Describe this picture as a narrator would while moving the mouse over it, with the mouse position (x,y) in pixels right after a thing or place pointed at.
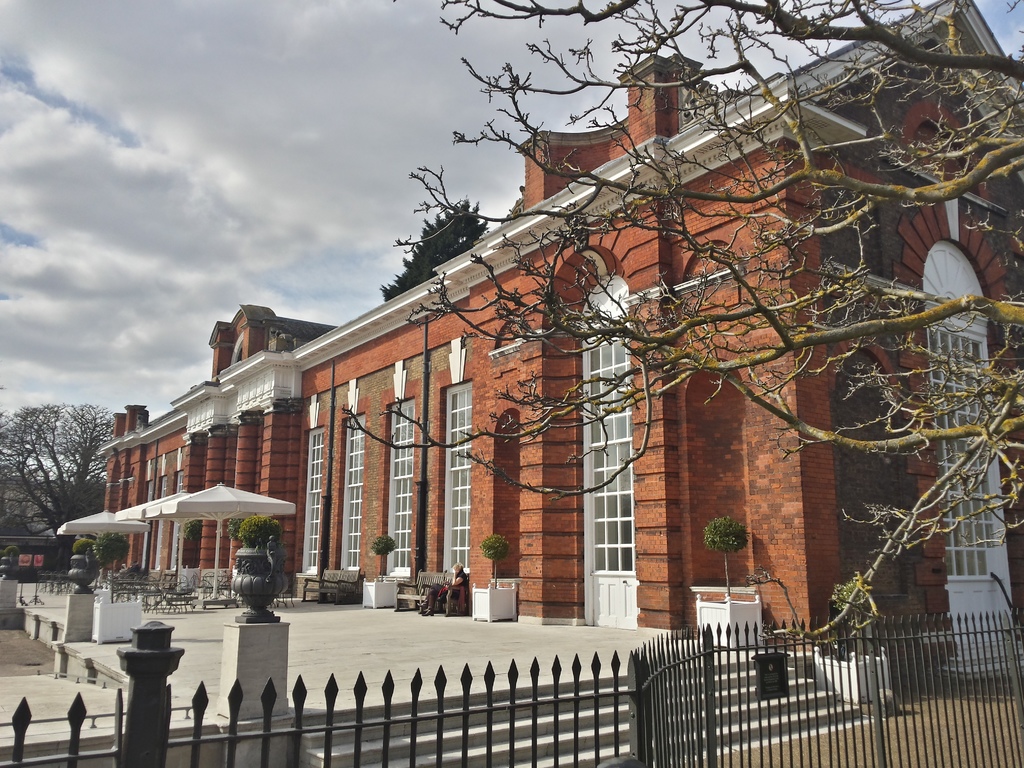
In the picture we can see a building (546,367) and around it we can see a railing (388,767) and a tree (928,354) which is dried and to the other side, we can see a tree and in the background (318,212) we can see a sky (290,218) with clouds (314,271).
